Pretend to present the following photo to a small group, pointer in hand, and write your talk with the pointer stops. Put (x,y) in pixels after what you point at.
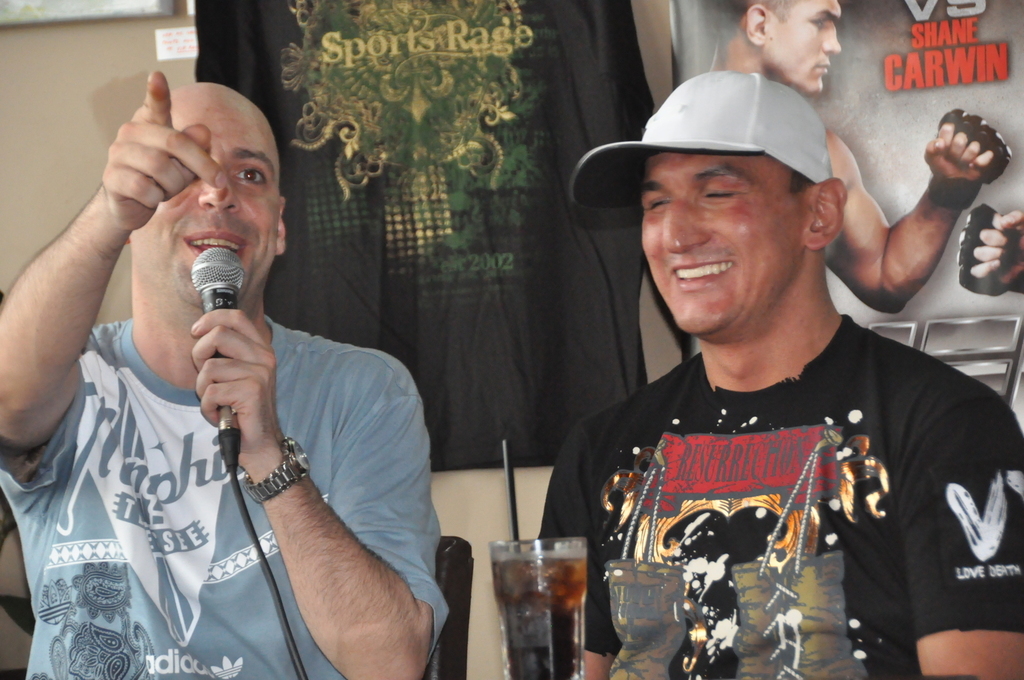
In this picture there are two people (370,519) sitting, to the left side (170,331) a guy (150,324) is holding a mic (225,414) in his hand (204,353) and black shirt guy (775,463) is smiling. We also observe a coke glass (549,603) kept on the table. In the background (473,298) we observe a tshirt (505,265) named as sports rage and beside it there is a poster (924,51).
